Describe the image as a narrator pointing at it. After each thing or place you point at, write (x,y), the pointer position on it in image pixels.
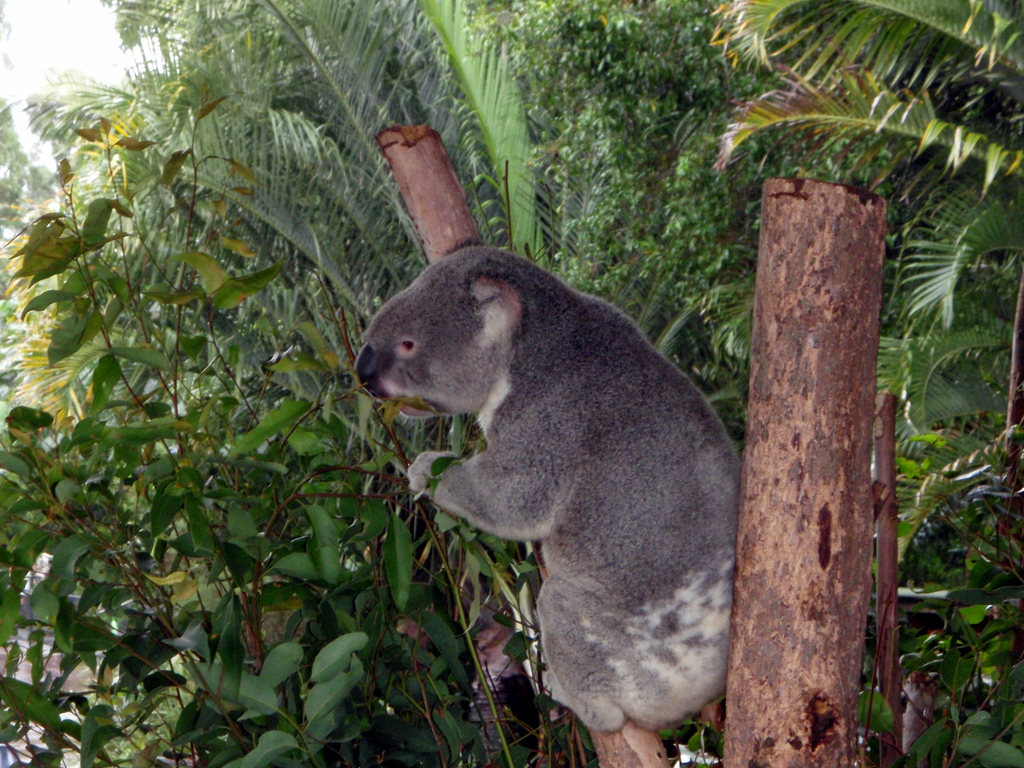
In this image we can see a koala (587,529) sitting on the branch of a tree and sky (86,61).
